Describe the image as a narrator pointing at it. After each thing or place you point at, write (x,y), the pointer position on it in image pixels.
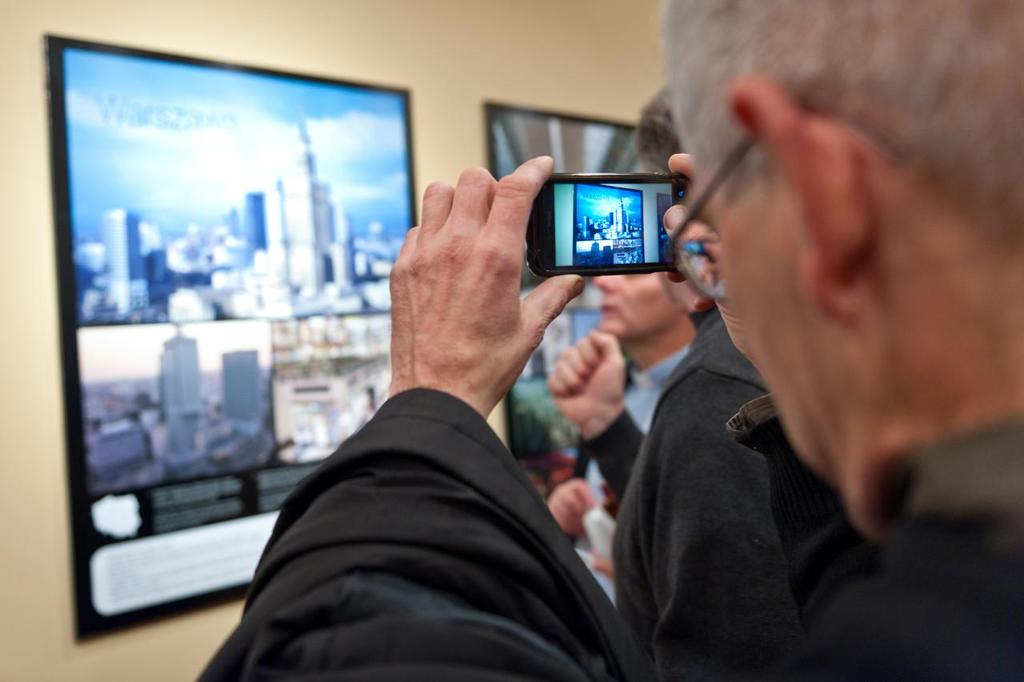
On the background of the picture (466,73) we can see a wall (423,39) and few boards (354,213). Here in this picture we can see a man (827,317) who wore spectacles (702,259) and he is holding a mobile (656,263) in his hand (507,250) and taking a snap of this board (252,279). Beside to him there are few persons (681,363) standing.
